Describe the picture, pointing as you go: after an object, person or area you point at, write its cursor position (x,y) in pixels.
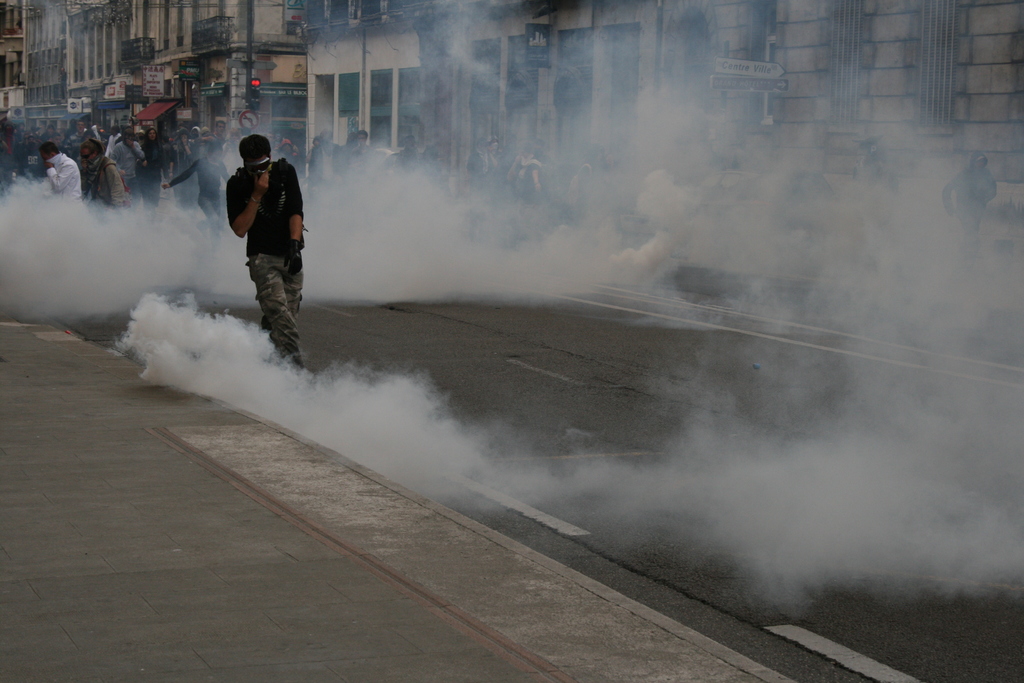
In the center of the image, we can see a person (278,201) wearing gloves (294,249) and glasses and in the background (236,153), there are some other people (77,140) and we can see buildings (203,75), boards (144,90), a light (257,80) and there is smoke (479,297). At the bottom (552,463), there is a road (561,408).
